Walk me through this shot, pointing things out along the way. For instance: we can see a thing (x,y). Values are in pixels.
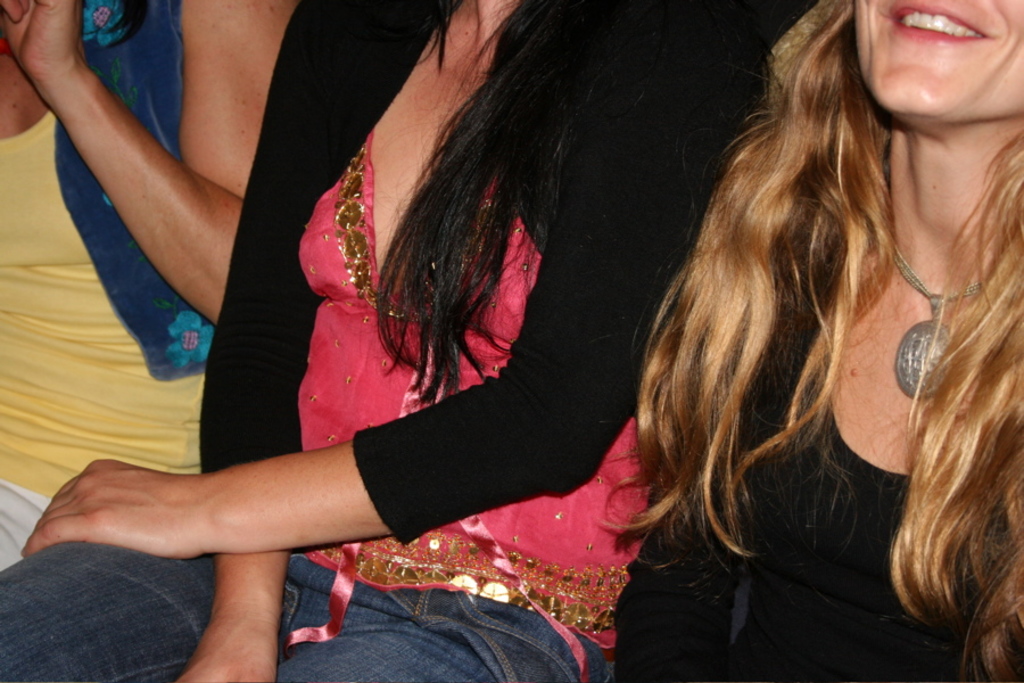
It is a zoom in picture of three women (566,511) sitting.
